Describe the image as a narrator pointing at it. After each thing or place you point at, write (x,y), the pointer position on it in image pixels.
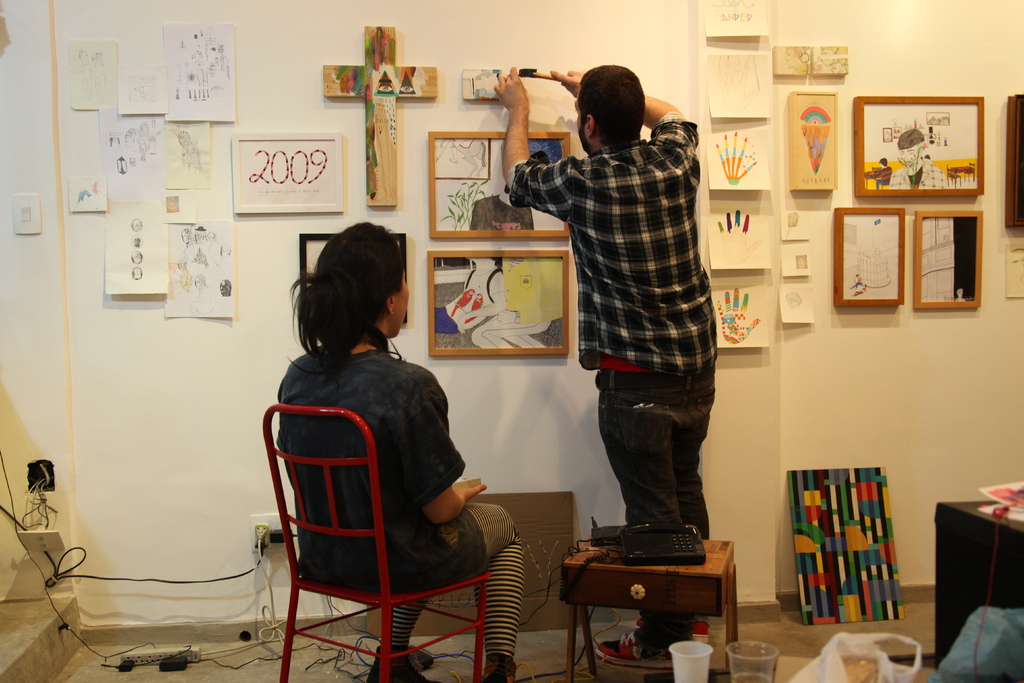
In this image there is one person (615,344) standing and hammering, and one person (334,299) is sitting on a chair (386,562). And in the background (502,260) there are some papers (730,314), photo frames (495,151), cross (387,146) on the wall (832,348). And on the right side (718,557) there are some tables (952,552), glasses (730,658), plastic covers (915,652), telephone (667,535), wires (606,558) and some other objects (854,598). On the left side (13,525) there are some wires (5,510), at the bottom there is floor (460,640).
